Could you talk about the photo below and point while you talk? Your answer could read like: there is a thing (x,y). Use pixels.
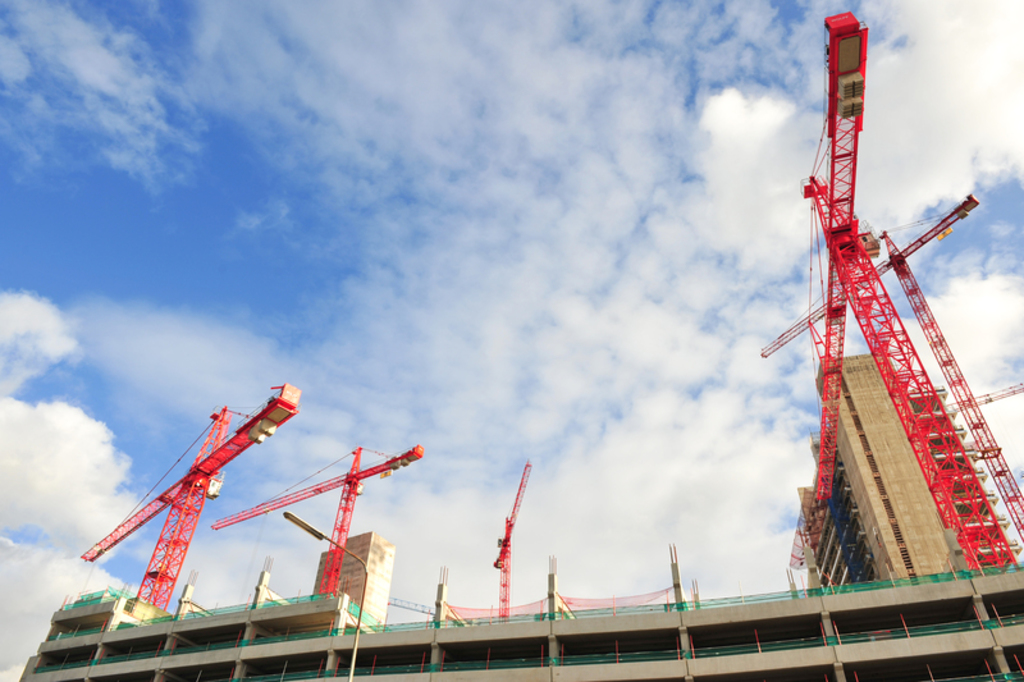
In this image there is a building (264,641) which is under construction and on the top of the building (739,634) there are stands (861,297) and the sky (537,266) is cloudy.
